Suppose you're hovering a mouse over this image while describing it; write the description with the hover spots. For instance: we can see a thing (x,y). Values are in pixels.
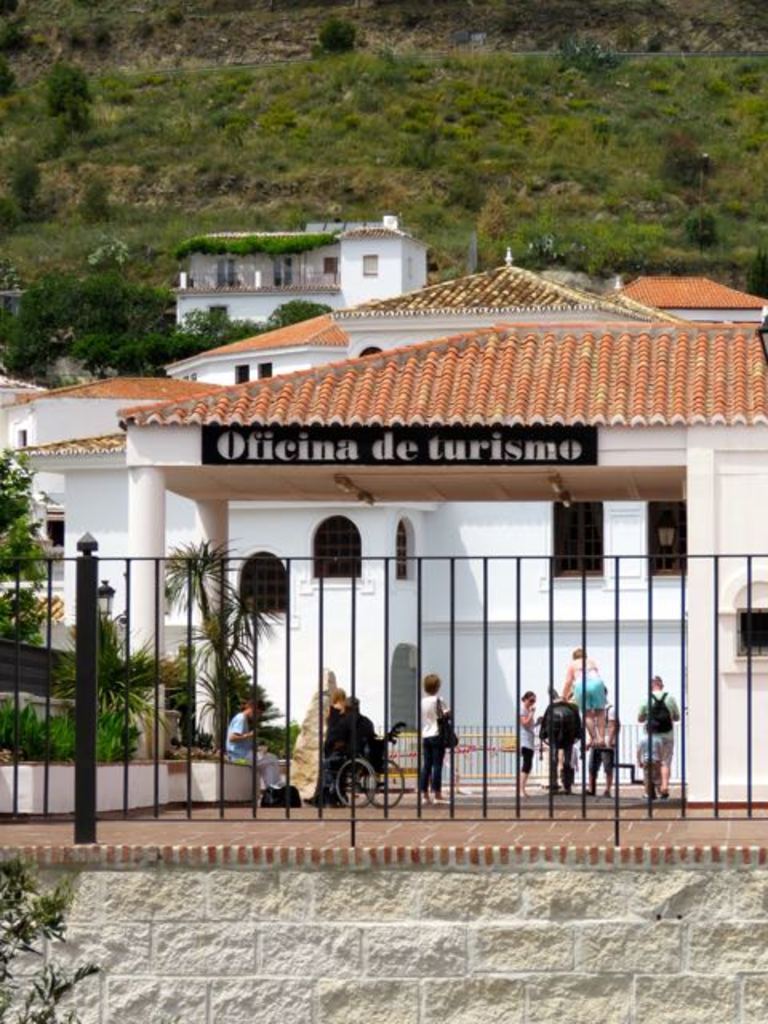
In this picture we can see a fence (88,782), persons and in the background (262,716) we can see buildings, trees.
